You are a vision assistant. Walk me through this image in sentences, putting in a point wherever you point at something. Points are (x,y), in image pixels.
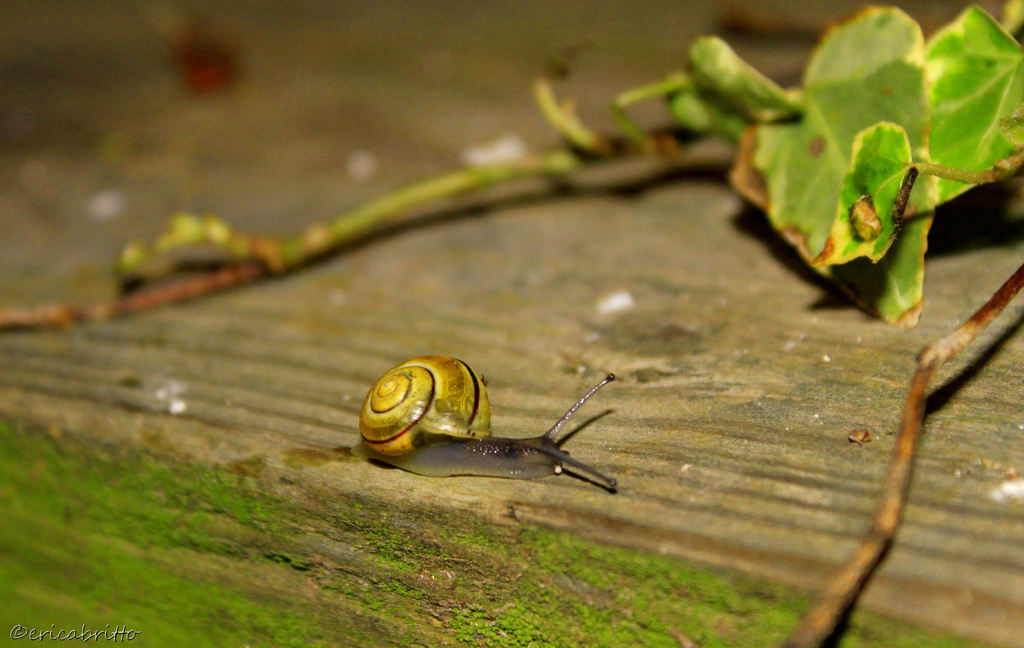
This is a zoomed in picture. In the center (408,368) there is a land snail (474,463) seems to be on the ground (673,538) and we can see the green grass (354,578) and leaves (897,147) and stems (864,573). At the bottom left corner (53,635) there is a text (70,637) on the image.
